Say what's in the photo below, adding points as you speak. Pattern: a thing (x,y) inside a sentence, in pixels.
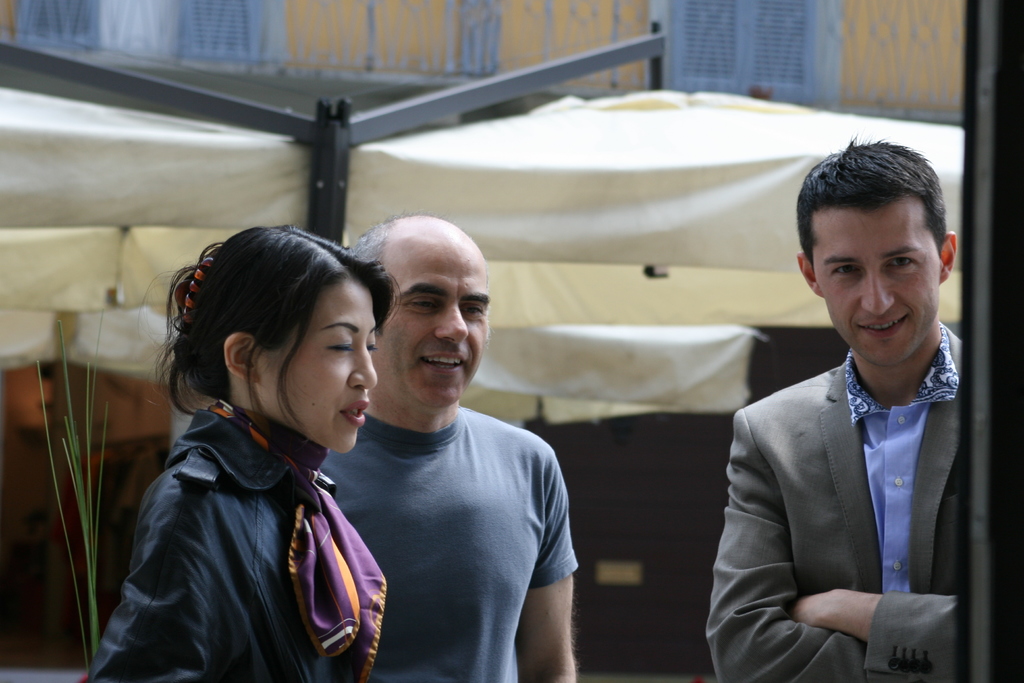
In this picture I can see three persons (748,463), there is a canopy tent (408,162), and there is blur background (398,23).
